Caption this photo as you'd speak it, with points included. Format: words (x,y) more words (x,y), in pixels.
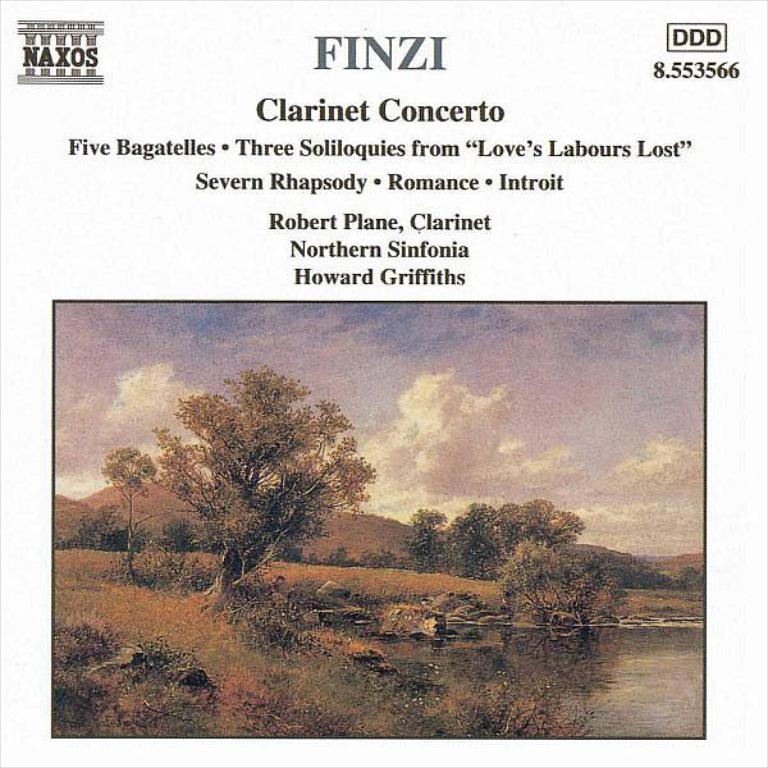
In this image there is an image of trees (146,537), river (655,653), mountains (643,578) and the sky (439,408). Above the image there is some text (399,159).
